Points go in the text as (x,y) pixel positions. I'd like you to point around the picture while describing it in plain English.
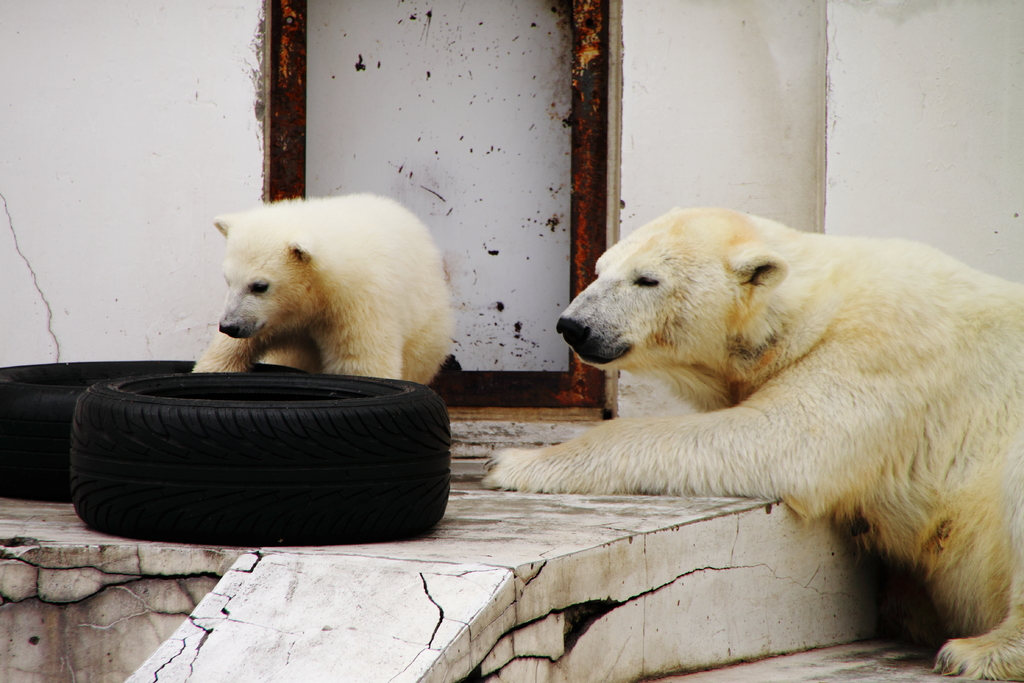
This picture seems to be clicked inside the room. On the left (86,393) we can see the tires (110,468) placed on the ground (584,539). In the center (342,248) we can see the two polar bears (891,511) seems to be standing on the ground (613,517). In the background (761,96) we can see the wall (659,65) and a metal frame (283,38) is on the wall (97,338).
